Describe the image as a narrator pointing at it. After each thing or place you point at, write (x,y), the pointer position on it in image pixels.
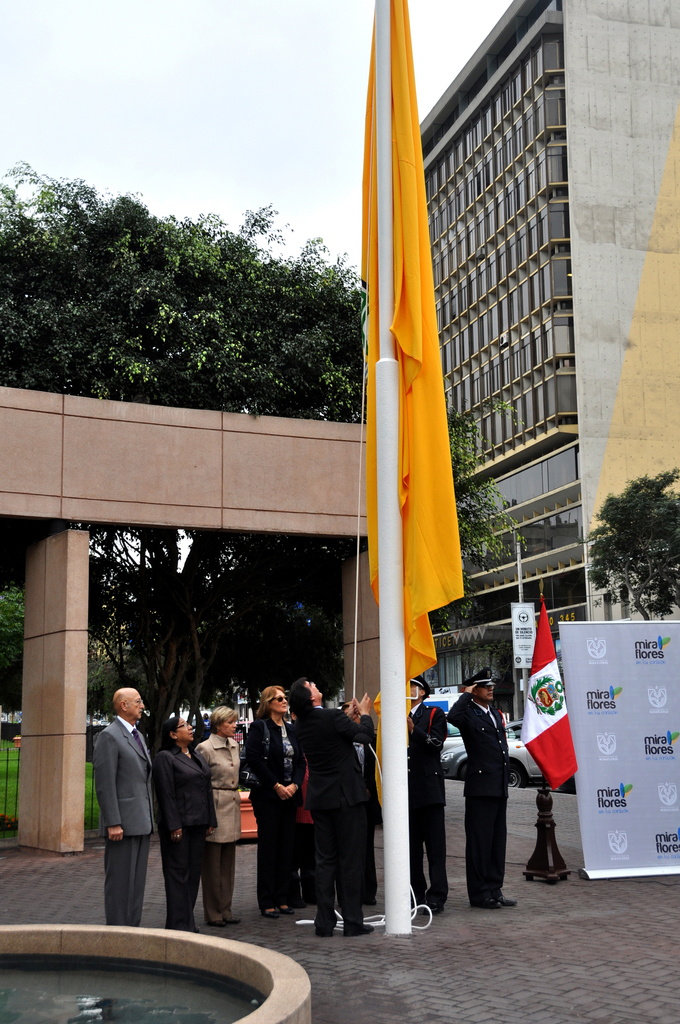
In this image I can see few person (495,896) standing. The person (357,732) in front (361,722) holding a rope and I can see flags (424,579) in yellow color, I can also see the other flag (545,669) in red and white color, plants (669,513) and trees (92,280) in green color, building (438,284) in gray color and the sky (280,143) is in white color.
